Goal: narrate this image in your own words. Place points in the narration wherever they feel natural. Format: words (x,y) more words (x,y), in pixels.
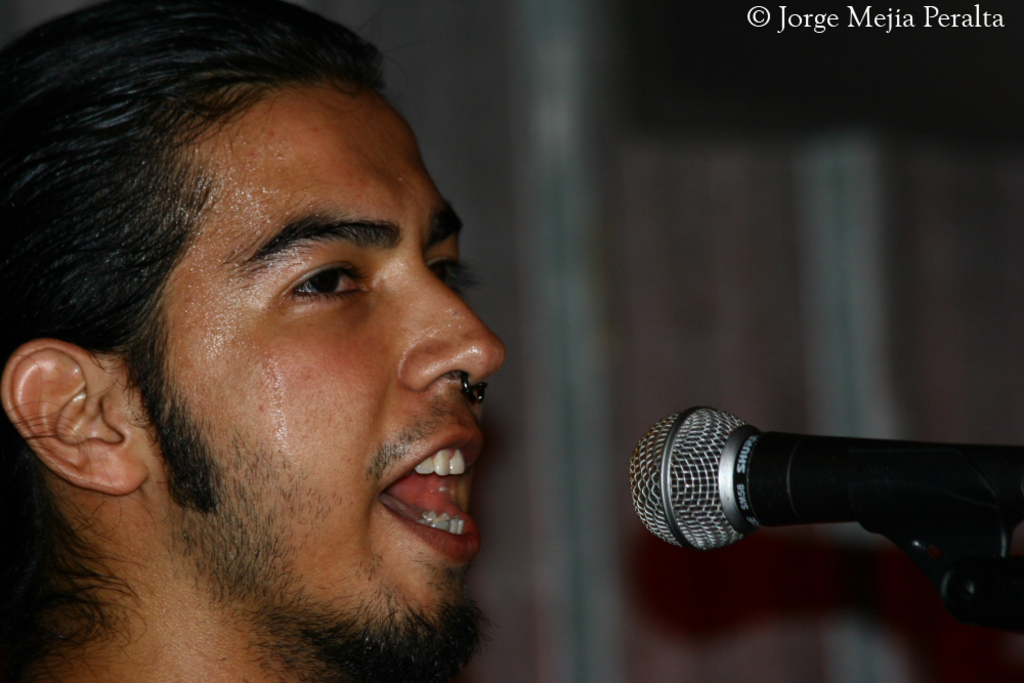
In the foreground of this image (277,413), there is a man's face (185,452) and in front of him there is a mic (699,472) and the background (717,198) is blurred.
